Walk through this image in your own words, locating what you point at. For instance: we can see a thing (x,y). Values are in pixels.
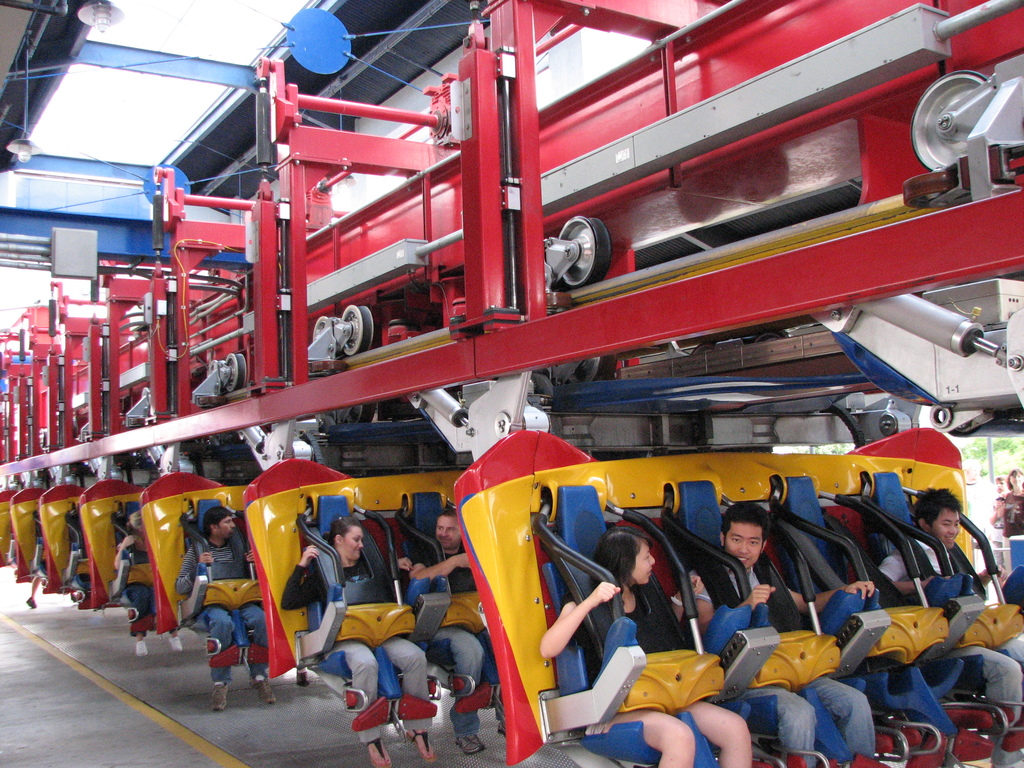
In this image people (982,573) are sitting on the roller coaster ride (369,313).
